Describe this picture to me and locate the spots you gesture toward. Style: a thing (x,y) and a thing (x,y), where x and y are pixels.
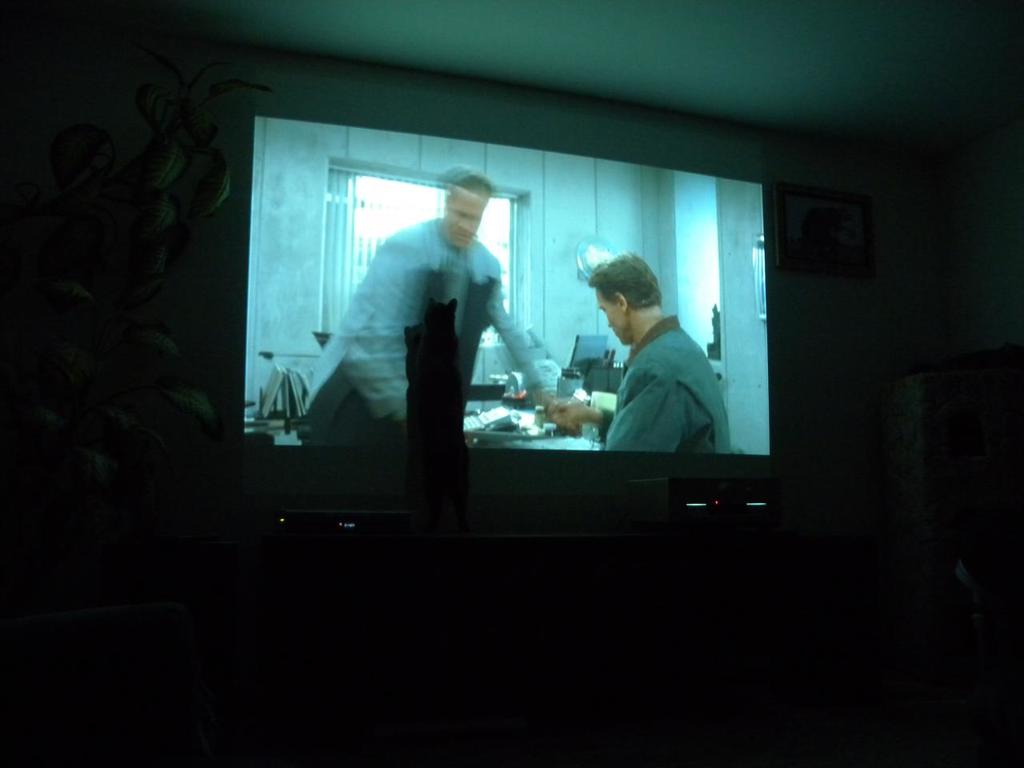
In this picture I can see a display screen (468,362) and a plant (94,252) on the left side (92,282) and looks like a photo frame (809,237) on the wall (832,318) and a cupboard (965,377) on the right side (1020,450).
